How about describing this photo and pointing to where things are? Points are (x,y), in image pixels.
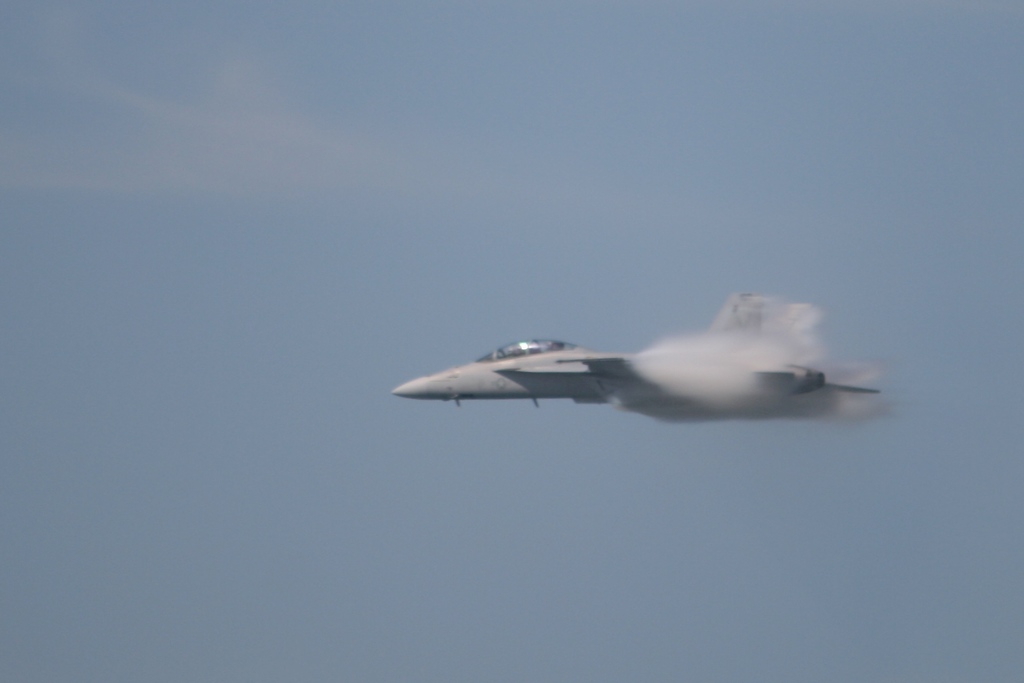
In this image we can see a jet plane (747,325) in the sky (605,445). The sky (235,242) looks cloudy.
